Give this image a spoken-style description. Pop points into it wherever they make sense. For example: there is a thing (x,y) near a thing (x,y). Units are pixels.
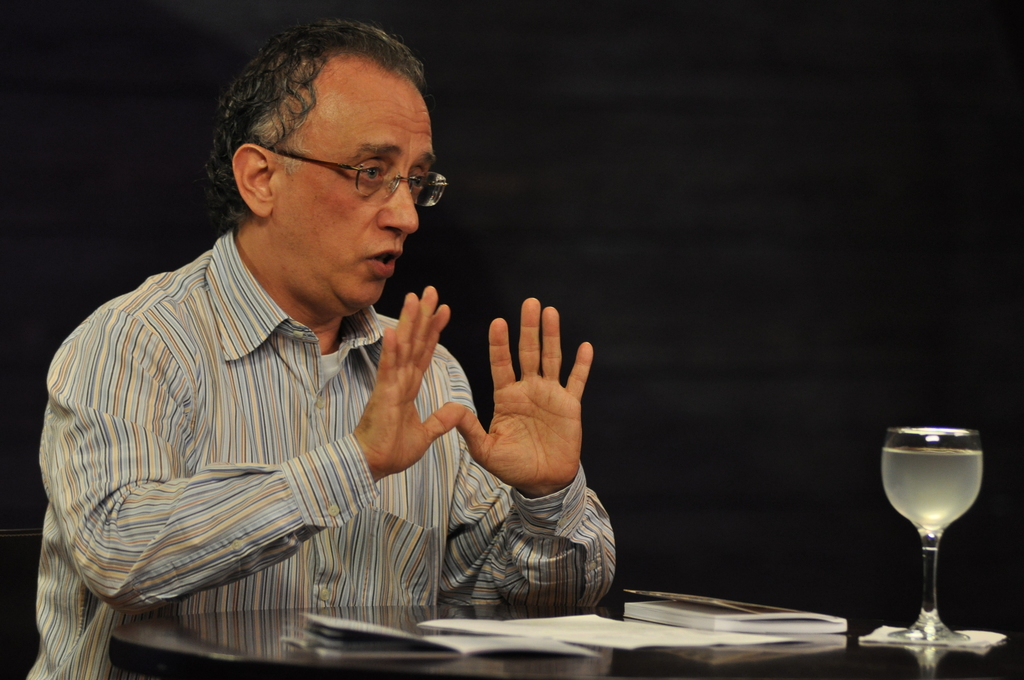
In this image there is a person (248,441), in front of the person (282,515) there is a table (292,659). On the table (900,653) there is a glass of drink (928,496), a book (774,631) and papers (496,639). The background (684,206) is dark.
